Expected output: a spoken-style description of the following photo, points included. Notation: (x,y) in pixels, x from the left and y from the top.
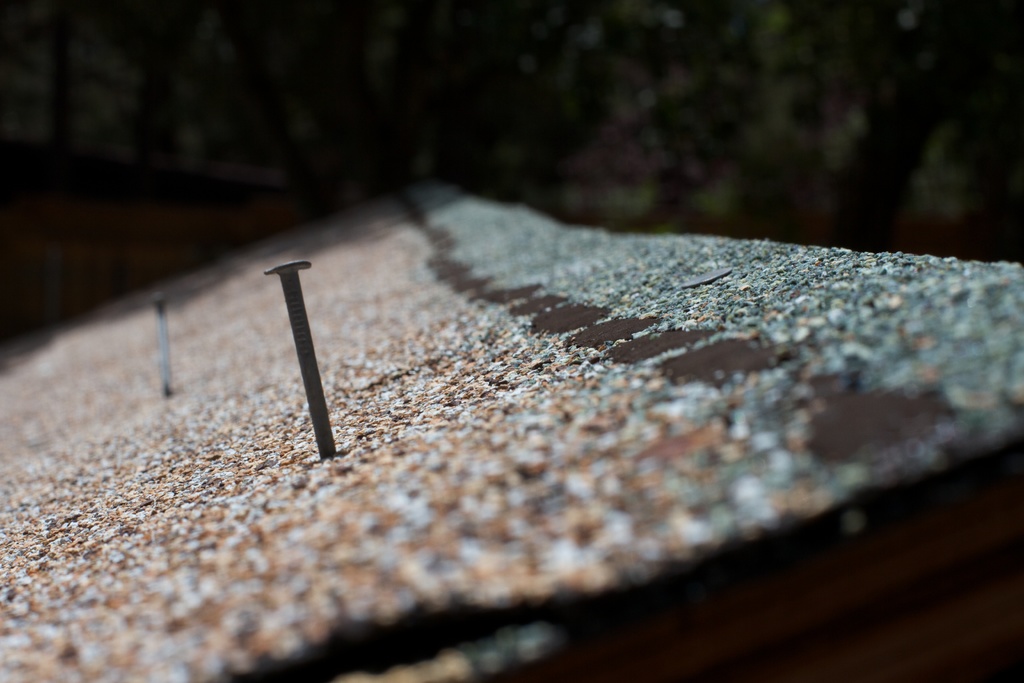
In this image it looks like a roof (426,361) and there is a nail (285,266) fixed to the roof (643,238). And at the back (533,79) it looks like a blur.
